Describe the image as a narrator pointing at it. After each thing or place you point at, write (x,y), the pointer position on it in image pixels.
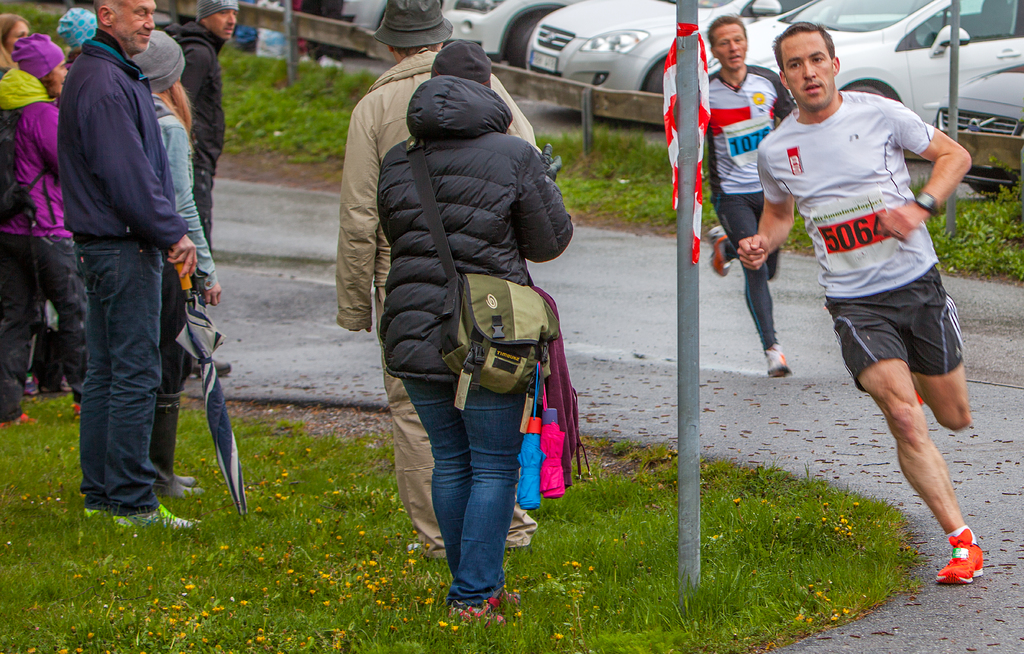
This image is clicked on the road (981,605). To the right (878,434) there is the road (987,387). There are two men (874,227) running on the road (861,411). Beside the road (845,421) there's grass (402,569) on the ground (543,546). There are people (395,173) standing on the ground (796,537). Beside them there is a pole (694,445) on the ground (659,452). In the background (490,28) there are cars (965,53) parked on the road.
